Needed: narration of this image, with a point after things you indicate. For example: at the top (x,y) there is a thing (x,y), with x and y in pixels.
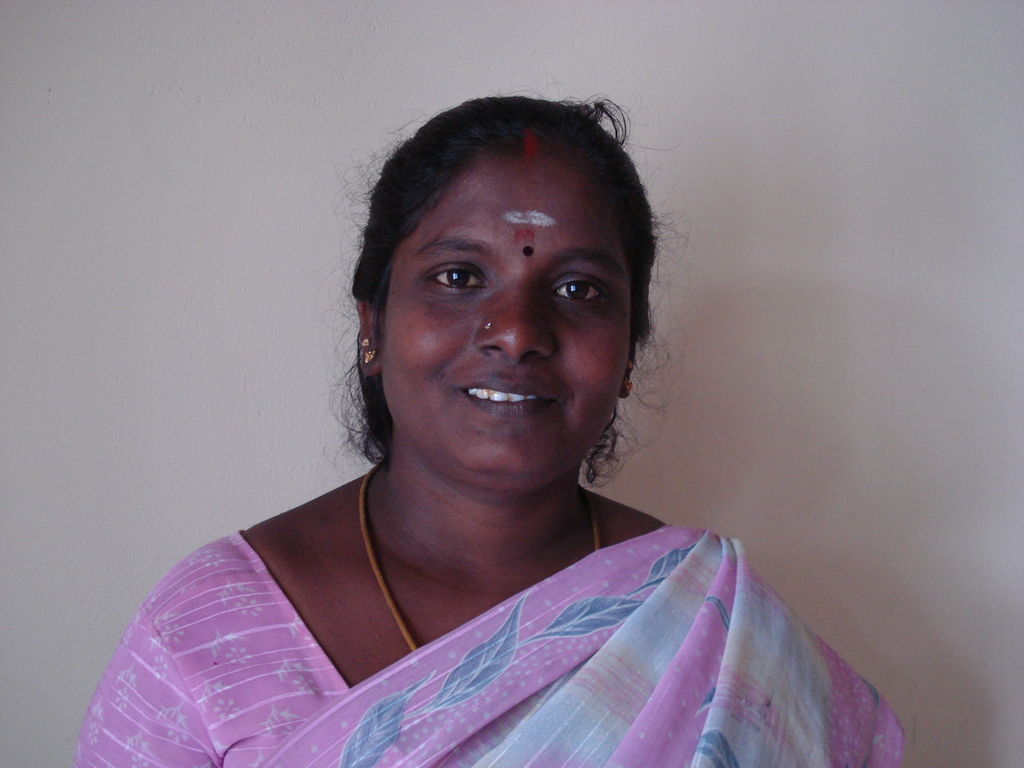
In the center of the image (429,469) we can see a lady (618,631) standing and smiling. She is wearing a pink color saree (341,707). In the background (917,5) there is a wall (65,258).
